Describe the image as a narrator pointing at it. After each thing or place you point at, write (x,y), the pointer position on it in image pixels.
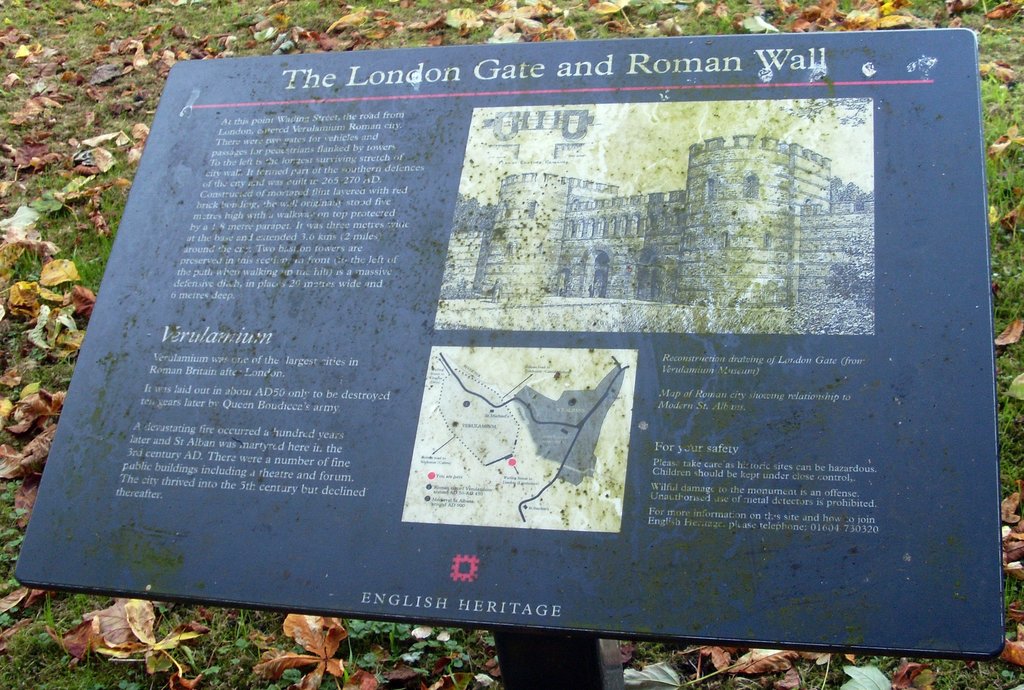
We can see board (252,470) on pole (528,648), grass (1004,284) and leaves (9,595).
